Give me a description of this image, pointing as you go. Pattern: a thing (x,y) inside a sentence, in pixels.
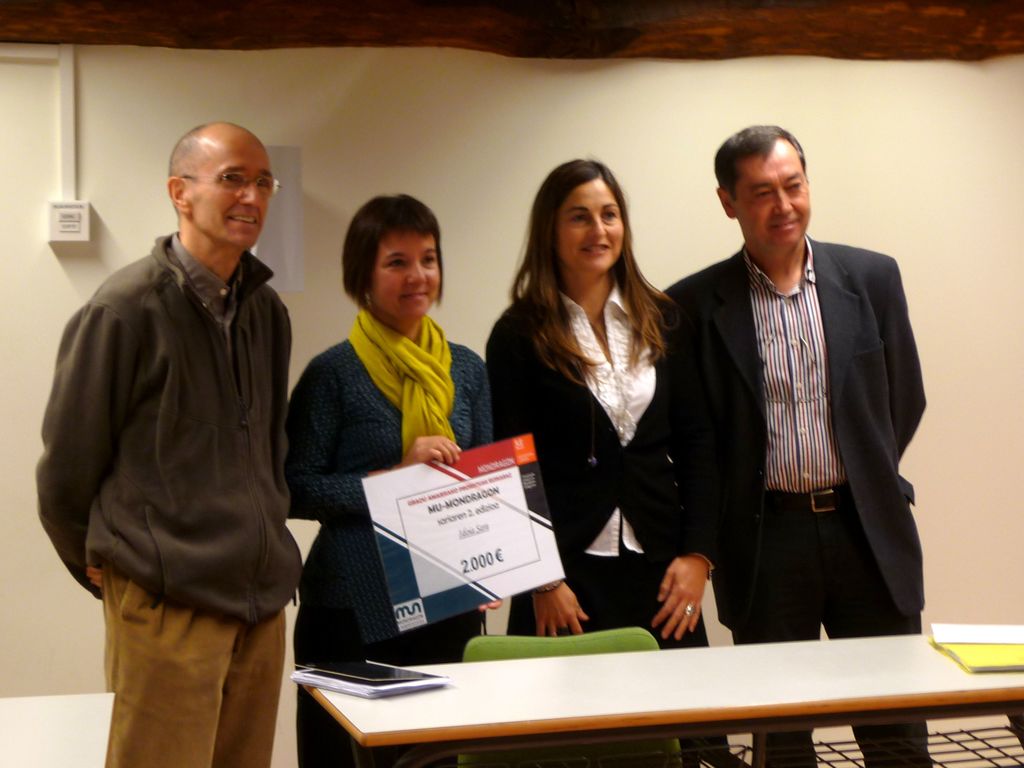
In the image we can see there are people (643,456) who are standing and a woman (419,456) is holding an award cheque (508,539) in her hand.
